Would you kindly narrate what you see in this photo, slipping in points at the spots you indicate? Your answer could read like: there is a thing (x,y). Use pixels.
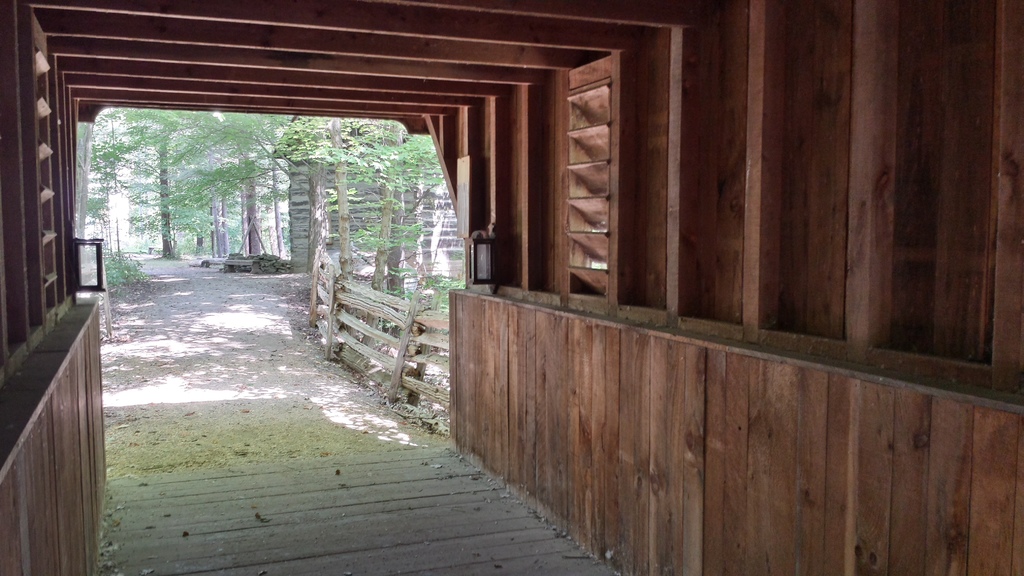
In this image we can see a covered walkway (259,494), a wooden fence (364,330), a few trees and plants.
